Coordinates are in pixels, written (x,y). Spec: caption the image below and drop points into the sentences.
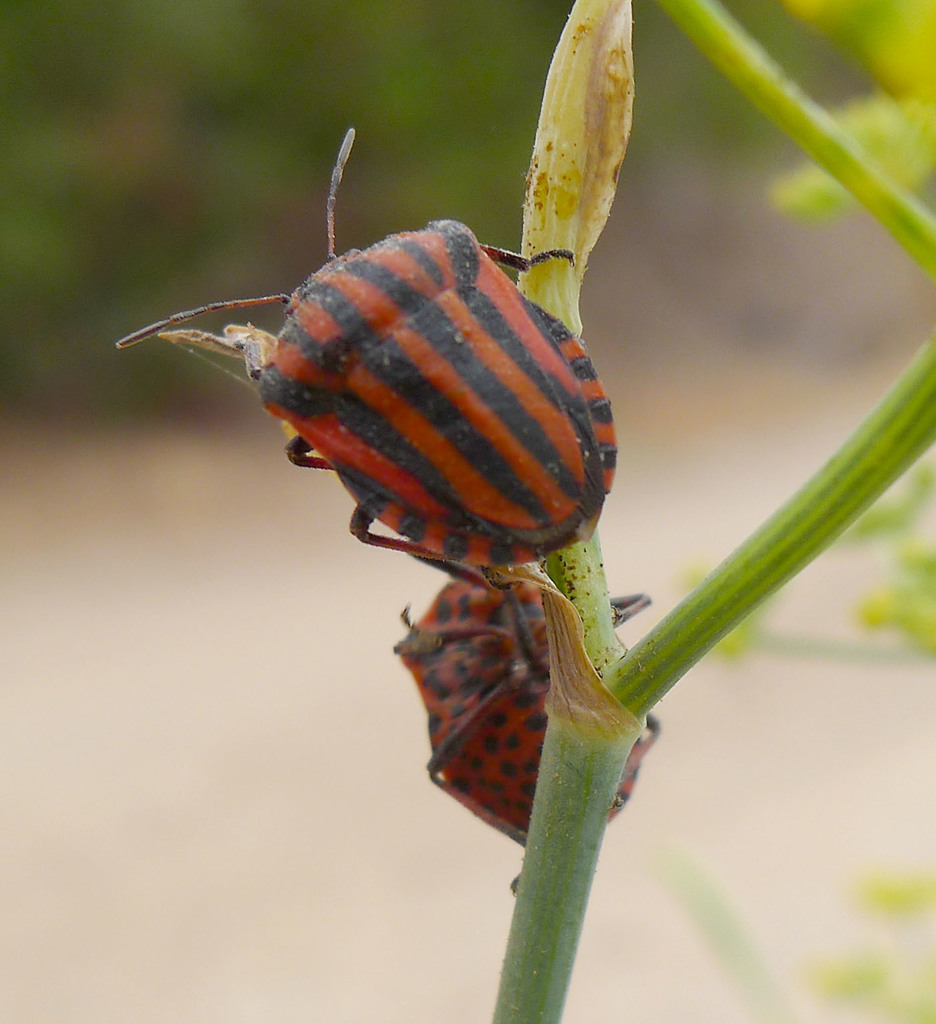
In this image we can see there are insects (535,362) on the stem (550,992) of a plant (548,101).
